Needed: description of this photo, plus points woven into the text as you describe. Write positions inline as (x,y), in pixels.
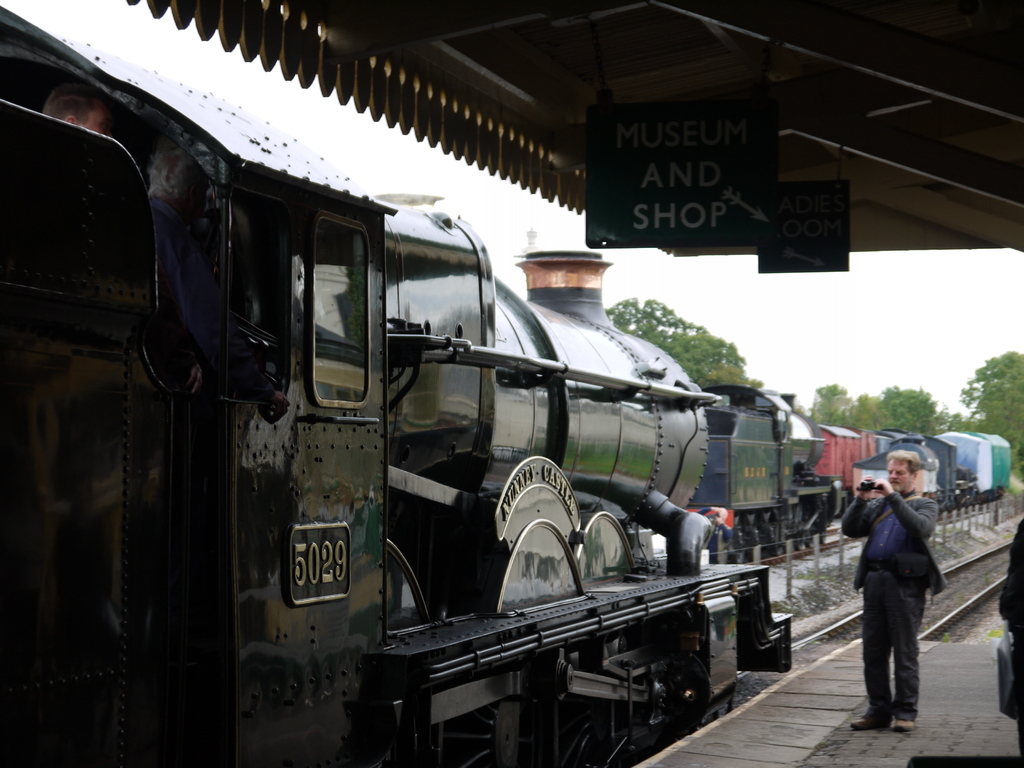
In this picture we can see a man (877,648) is standing on the platform (858,701) and holding an object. On the left side of the man (891,591) there are railway tracks (952,573) and on the tracks (853,627) there are trains (734,568). Behind the trains (709,487) there are trees (998,392) and a sky (914,349).
